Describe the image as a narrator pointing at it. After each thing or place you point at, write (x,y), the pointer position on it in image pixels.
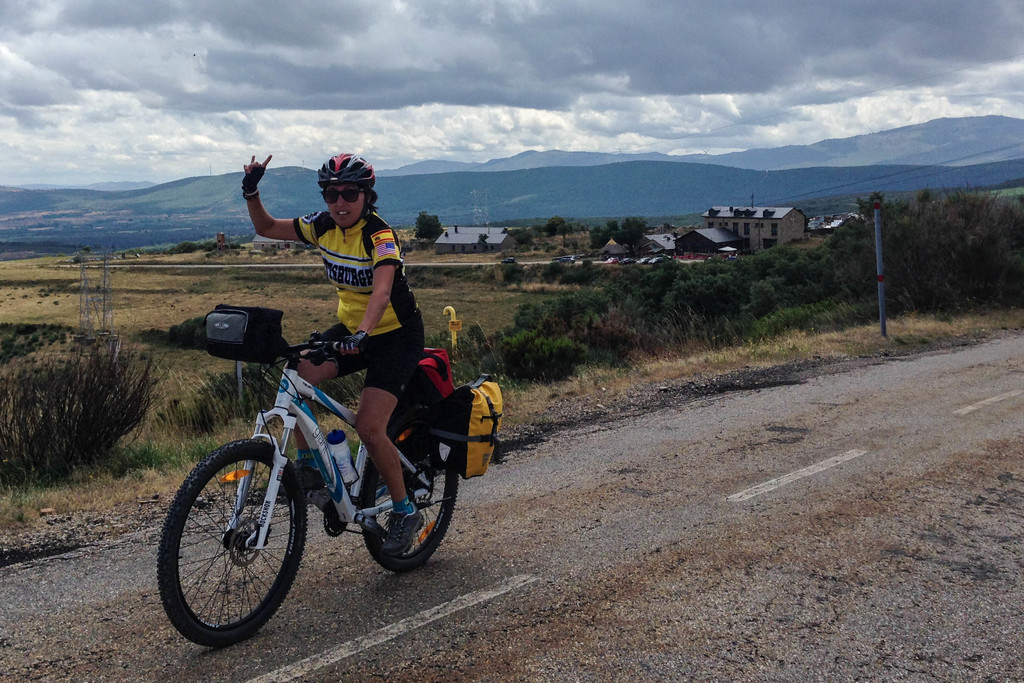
In the foreground of the image (465,587) we can see the road (681,579). In the middle of the image (370,362) we can see the lady (395,495) is riding a bicycle (254,531), some buildings (717,239), mountains (771,195) and grass (739,336) is there. On the top of the image (549,86) we can see the sky (549,86).
